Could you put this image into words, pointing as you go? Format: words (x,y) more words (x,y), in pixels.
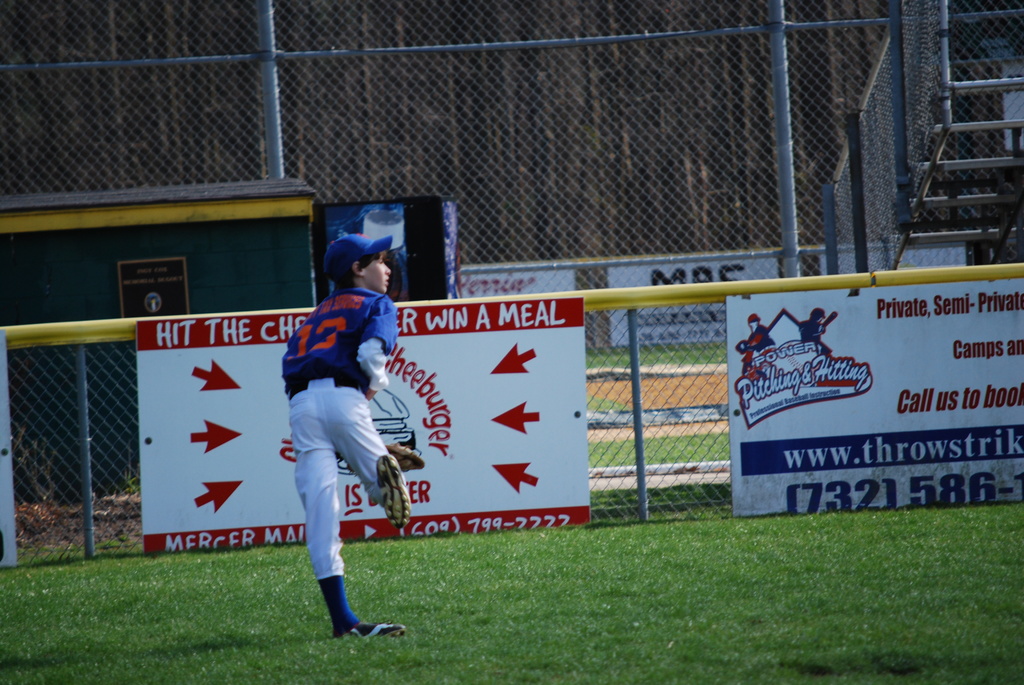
In this image we can see a boy (339,268) is standing on the grassy land (295,629). In the background (219,394), we can see banners (816,417), fence (644,365), board (386,226), mesh (596,131) and stairs (963,166).
